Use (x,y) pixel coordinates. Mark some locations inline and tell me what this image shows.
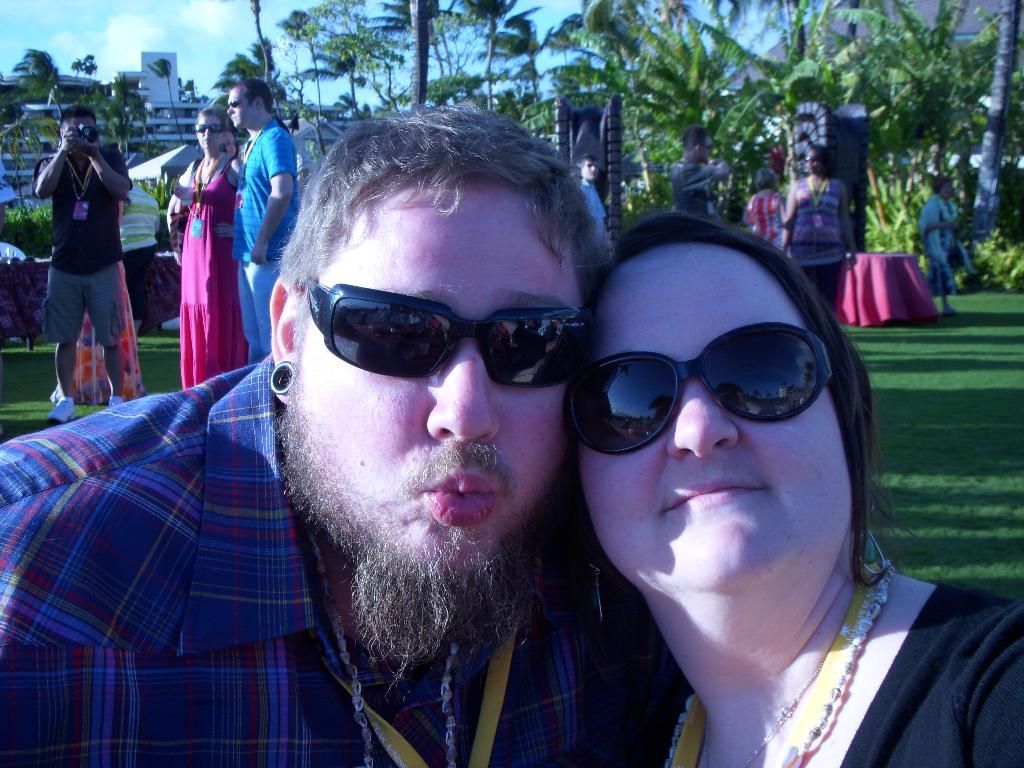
In the foreground of the picture (381,571) we can see a man (410,541) and a woman (703,479). In the middle of the picture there are trees (932,149), people (767,192), tables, plants (958,173) and various objects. At the top (219,27) it is sky (140,24). On the left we can see a building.
